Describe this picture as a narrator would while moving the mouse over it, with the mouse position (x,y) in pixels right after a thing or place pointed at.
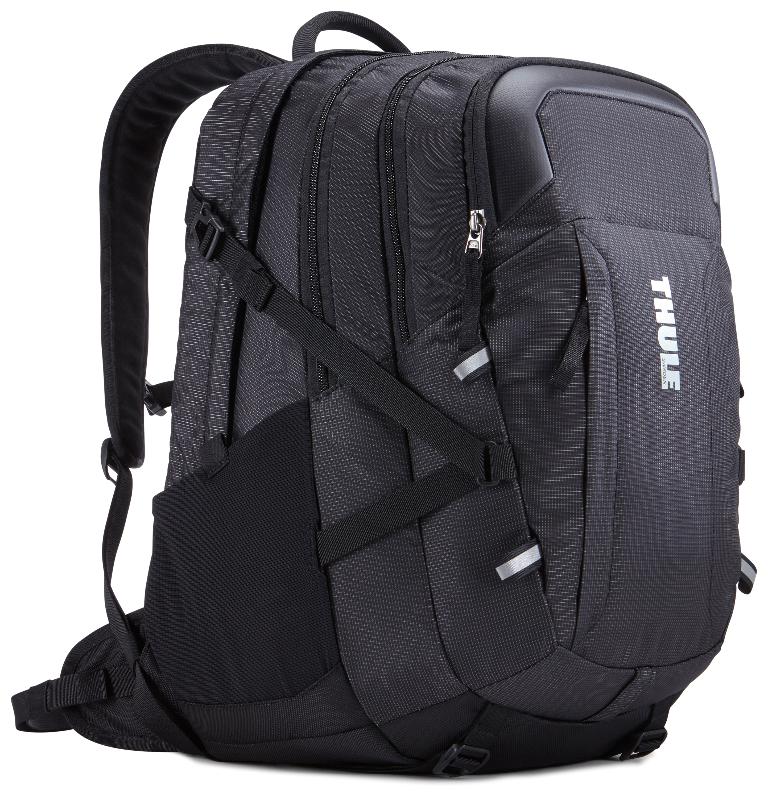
This picture is mainly highlighted with a backpack (422,254) which is black in colour.
